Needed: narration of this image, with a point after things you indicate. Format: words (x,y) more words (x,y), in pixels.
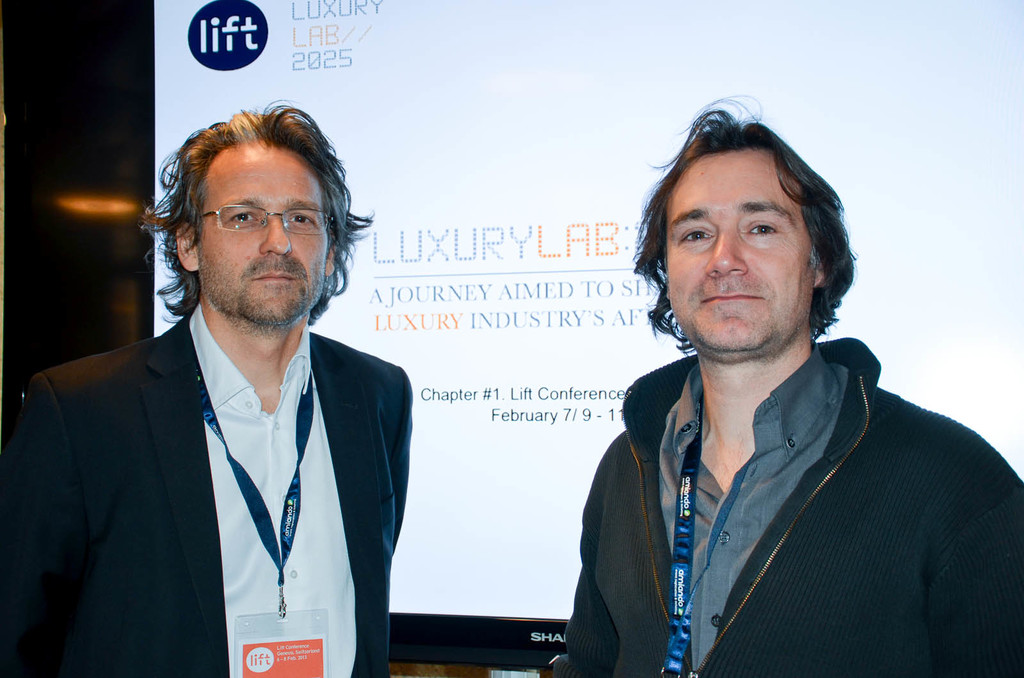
As we can see in the image there is a screen (505,422) and two people (339,381) standing in the front (802,430). These two are wearing ID cards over their neck (712,373).
